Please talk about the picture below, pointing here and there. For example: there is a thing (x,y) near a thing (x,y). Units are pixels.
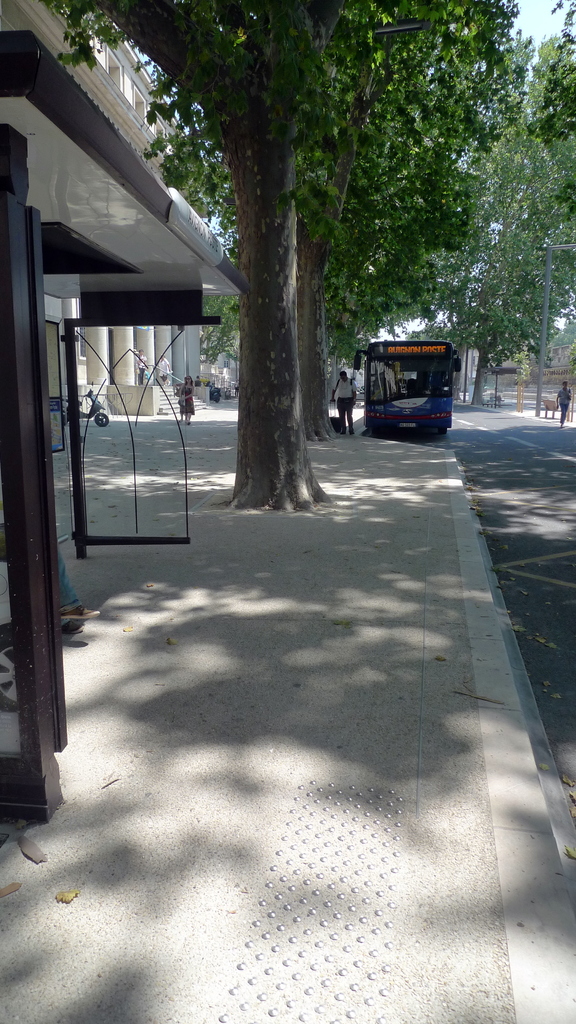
In the picture we can see the sidewalk (229,763), bus shelter (31,651), trees (487,300), bus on the road (506,503), we can see scooter (107,416), steps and a pole (545,344) in the background (545,344).
